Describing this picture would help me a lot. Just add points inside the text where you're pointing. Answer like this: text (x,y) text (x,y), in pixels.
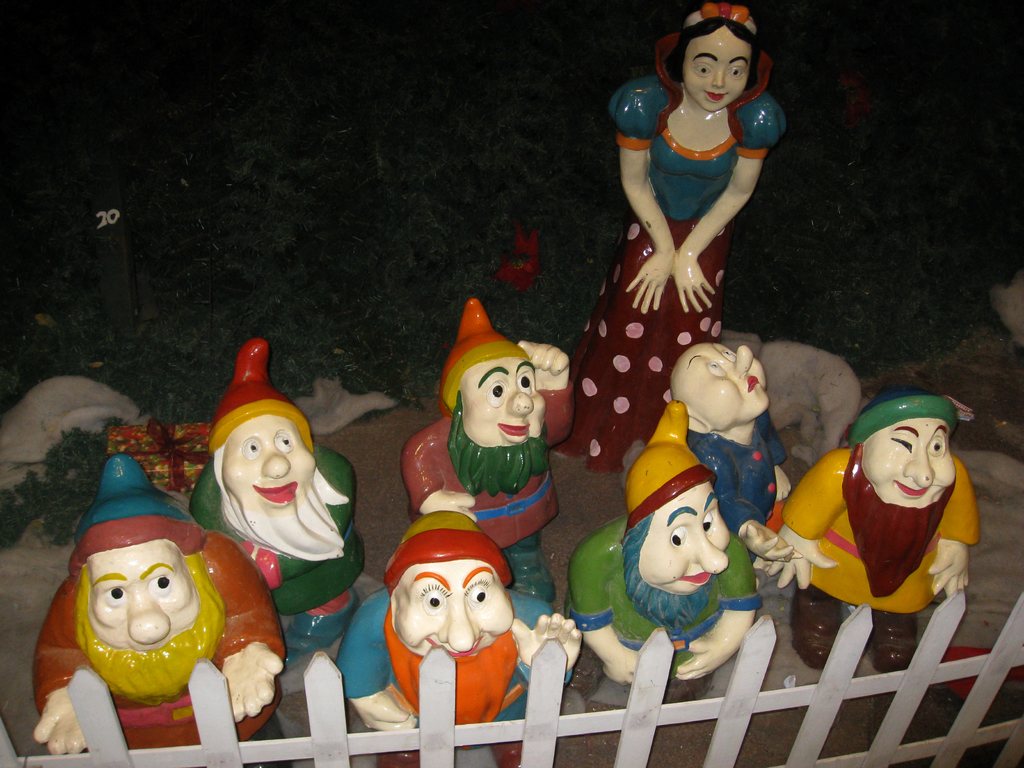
In the foreground of this image (519,438), there are toys (892,426) at the bottom (663,700), there is railing (432,705). In the background (170,463), there is a gift box (176,454) and the depiction trees (306,218).
